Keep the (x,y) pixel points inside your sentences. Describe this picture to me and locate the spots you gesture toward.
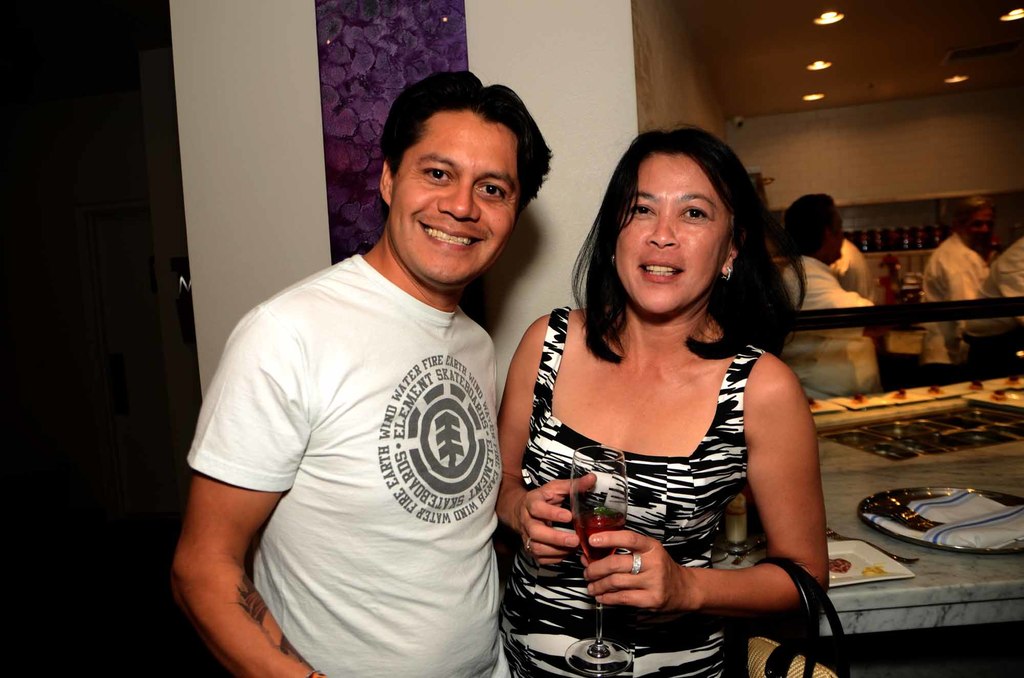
In this image i can see a woman (587,345) and a man (459,329) standing at the back ground (621,120) i can see a wall (906,123) few other persons (843,267) standing at the top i can see a light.
